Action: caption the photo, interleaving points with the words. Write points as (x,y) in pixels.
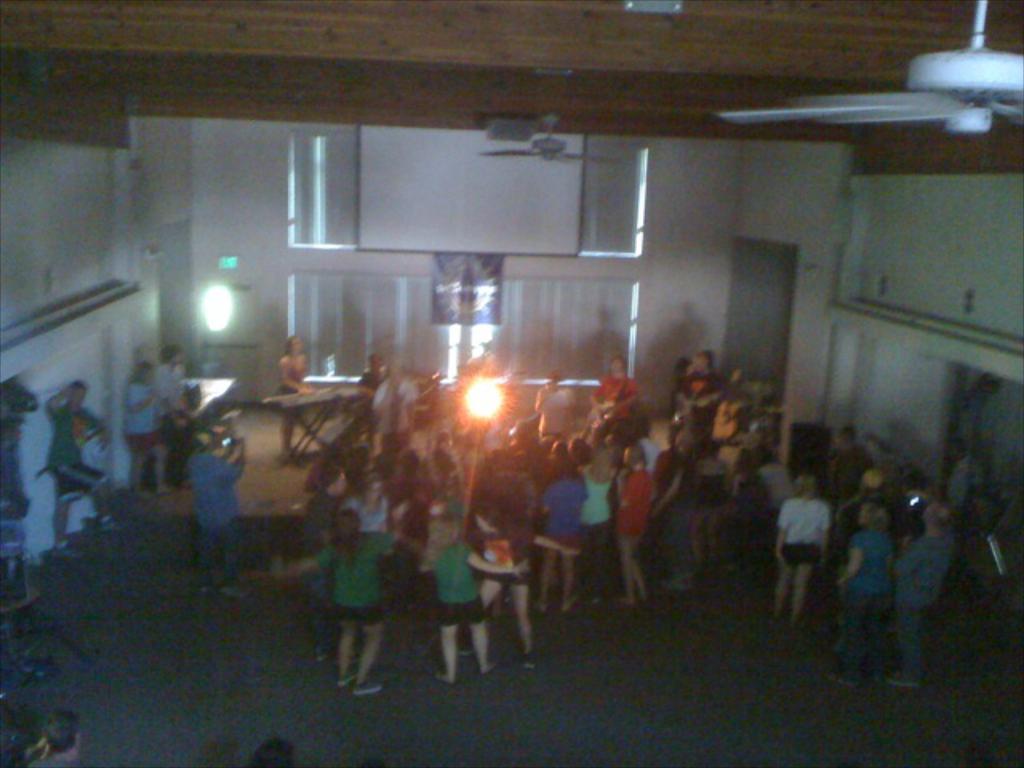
This image is taken inside the room (591,320). In this image we can see people (513,466) standing. We can also see a person (293,346) standing in front of the table (326,408) and there are a few people (406,536) dancing. We can also see a board (455,244), banner (497,283), wall (919,309), fan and also the ceiling (581,113). We can also see another fan (562,142). At the bottom (646,711) we can see the surface (754,715). Light (225,317) is also visible. We can also see the flame (473,413).
